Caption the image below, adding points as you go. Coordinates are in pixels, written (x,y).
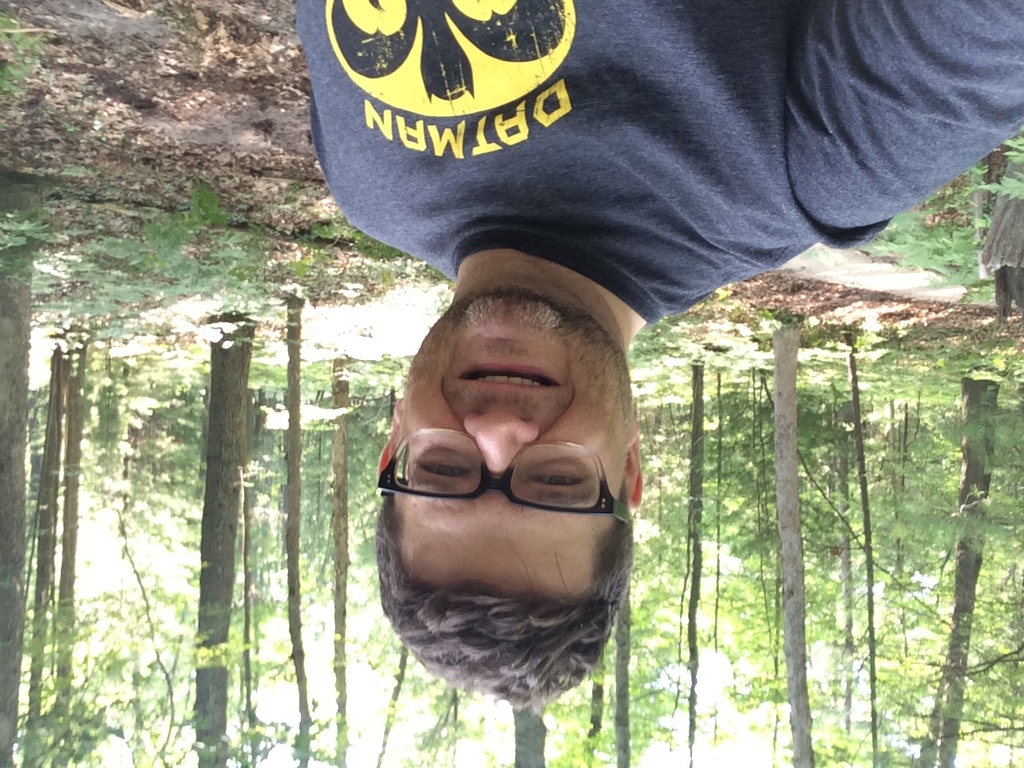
In this image I can see a man (565,307) is smiling. The man (571,427) is wearing a t-shirt (551,136) and spectacles (481,481). In the background (261,493) I can see trees (631,650).
